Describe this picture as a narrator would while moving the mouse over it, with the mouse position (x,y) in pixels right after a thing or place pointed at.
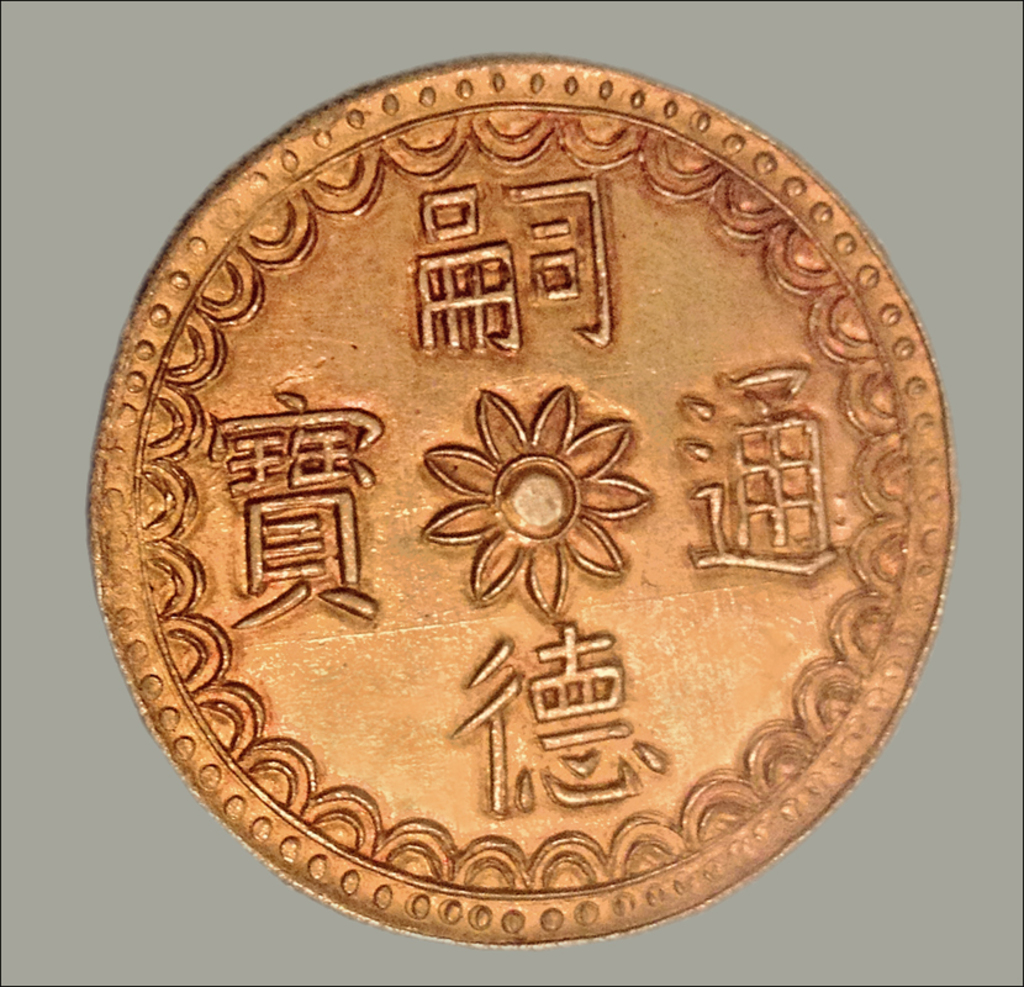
In this picture I can see a coin (578,379) and a plain background (38,218).
